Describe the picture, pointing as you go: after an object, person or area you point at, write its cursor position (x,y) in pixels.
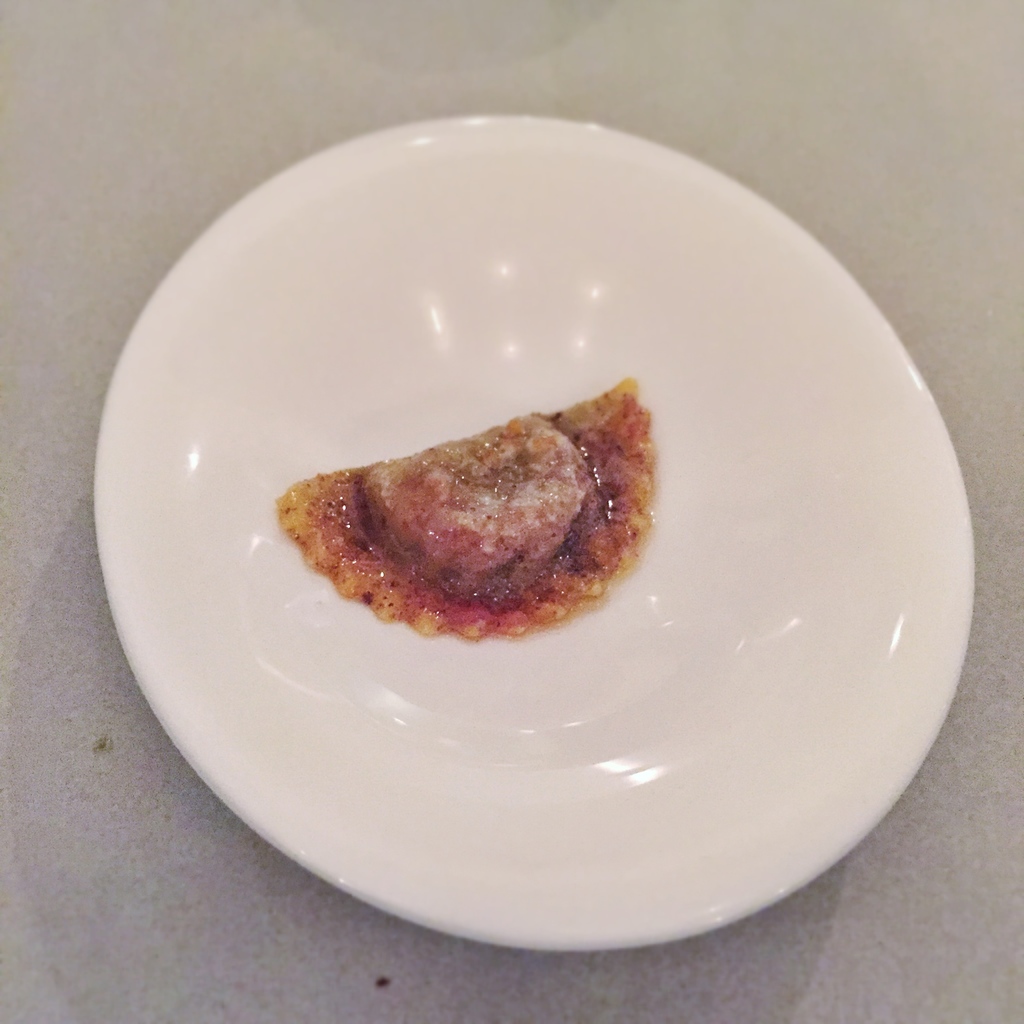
In the center of the image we can see one table (118,252). On the table (779,72), we can see one plate (431,193). In the plate (621,262), we can see some food item (591,492).
